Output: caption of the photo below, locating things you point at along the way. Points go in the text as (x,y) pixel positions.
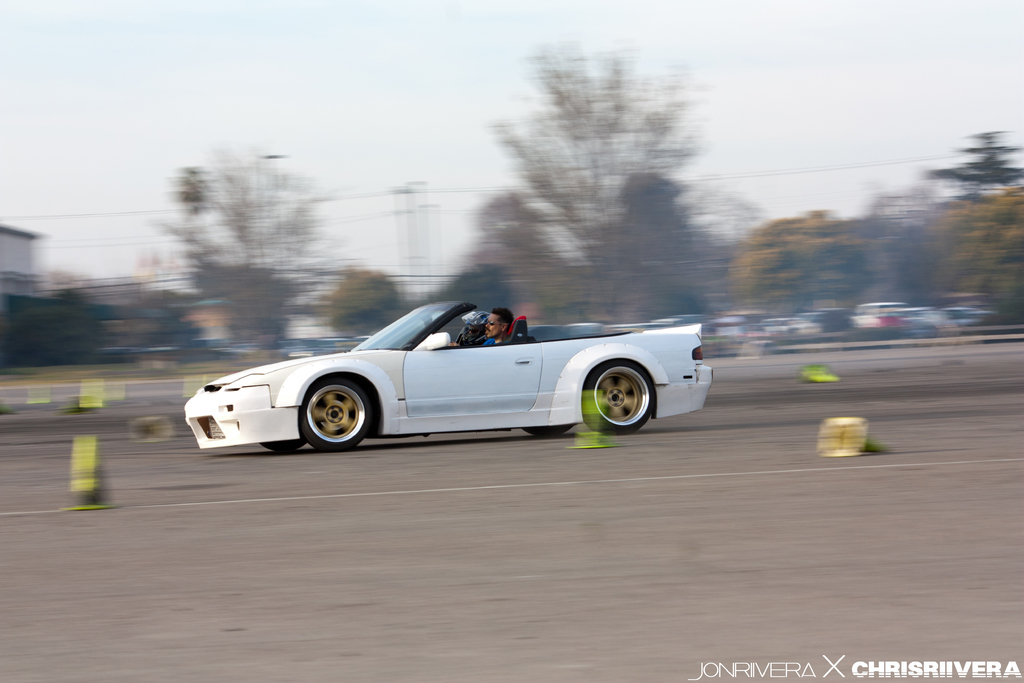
In this image, there are a few vehicles (673,357). Among them, we can see a car (502,392) with some people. We can see the ground (811,466) with some objects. There are a few trees (605,212), poles (406,239) with wires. We can see the sky (766,164).
